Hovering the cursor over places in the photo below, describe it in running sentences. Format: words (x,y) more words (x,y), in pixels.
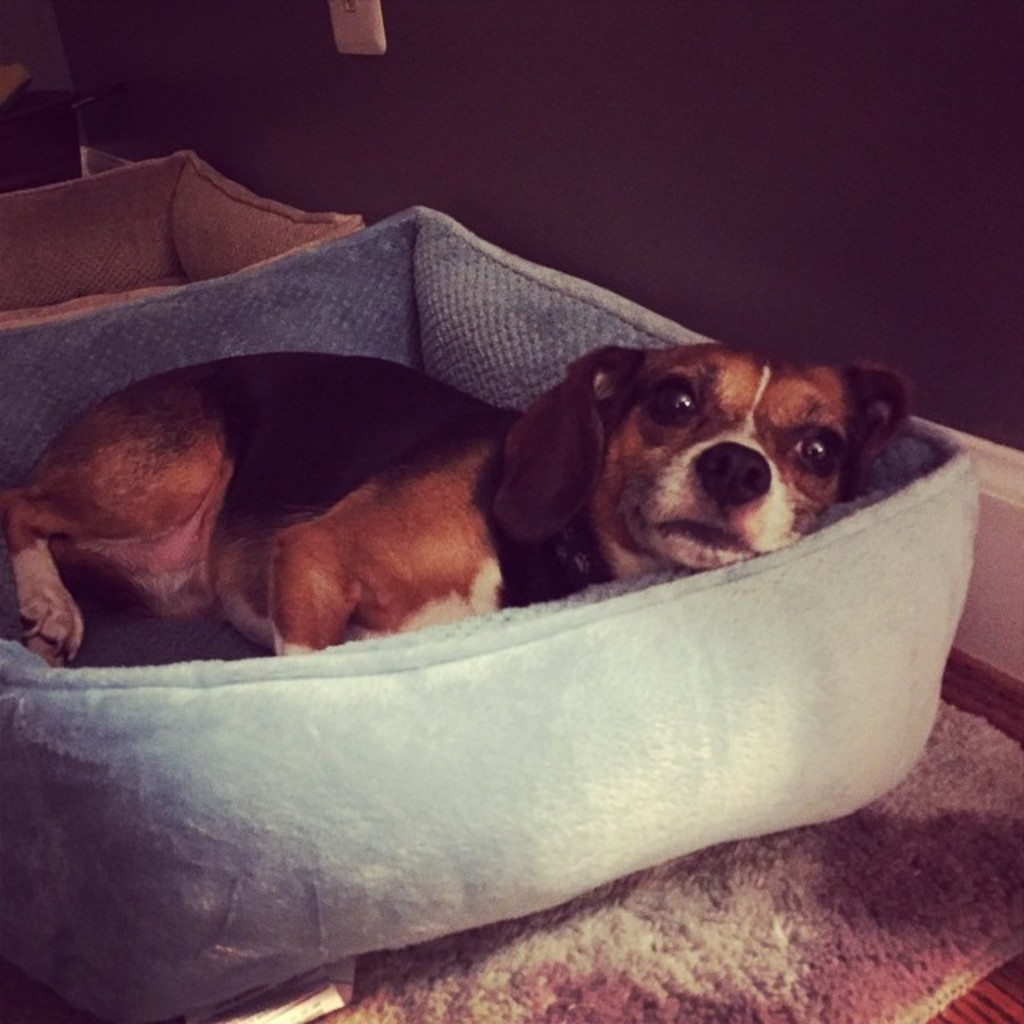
In this picture I can see a dog (602,388) in a pet bed (575,705), there is another pet bed (348,215), there is a carpet (709,973), and in the background (738,149) there is a wall (599,97).
